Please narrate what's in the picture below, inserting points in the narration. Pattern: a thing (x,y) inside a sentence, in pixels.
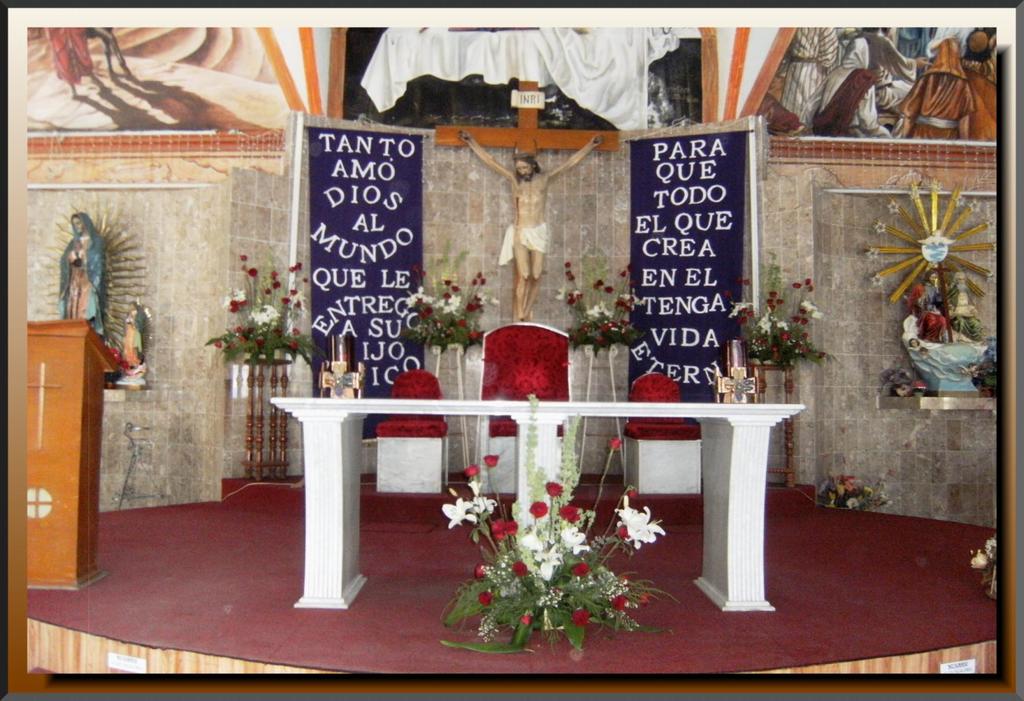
This is a table (468,412) which is white in color with objects (325,395) on it. These are the three chairs (654,389). I can see banners (697,224) hanging. These are the posters (501,118), sculptures (489,162) attached to the wall (461,221). This look like a flower vases (466,314). I can see a flower bouquet (545,575) placed on the floor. This is a wooden podium (70,387). I think this is a red carpet (848,570) placed on the floor (925,610).
